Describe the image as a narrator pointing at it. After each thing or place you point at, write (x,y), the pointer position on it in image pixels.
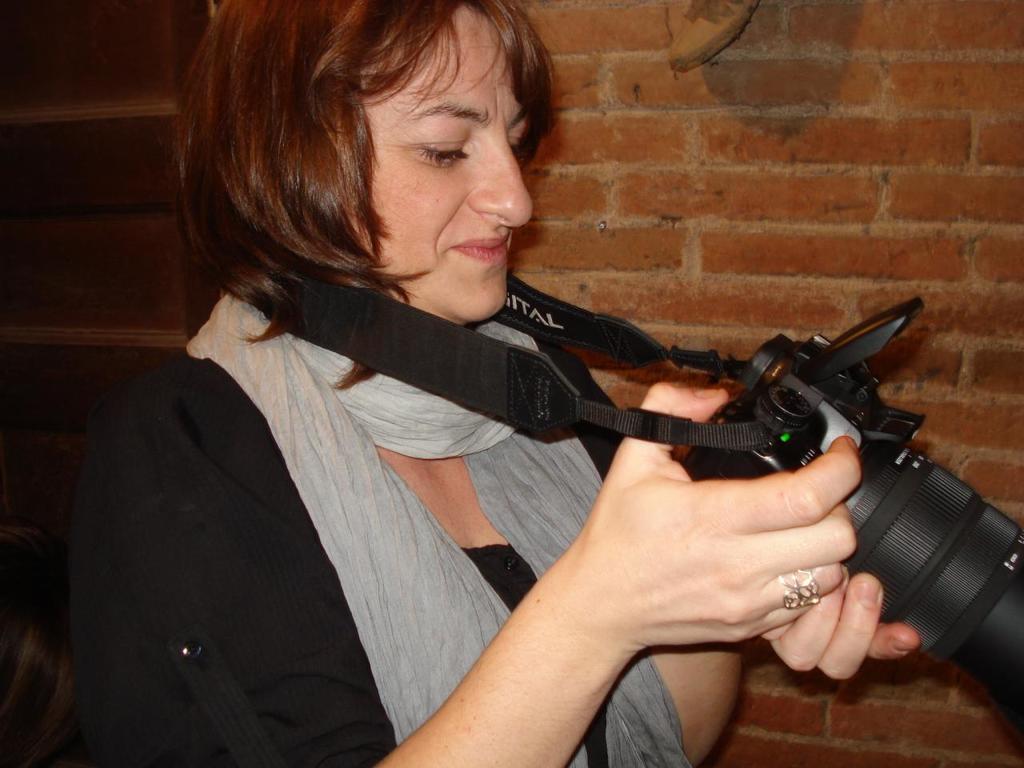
In the image we can see there is a woman (472,62) standing and she is holding camera (805,425) in her hand (667,409). She is looking into the camera screen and she is wearing ash colour scarf (410,619). Behind there is a wall (734,185) made up of red bricks (652,241).
